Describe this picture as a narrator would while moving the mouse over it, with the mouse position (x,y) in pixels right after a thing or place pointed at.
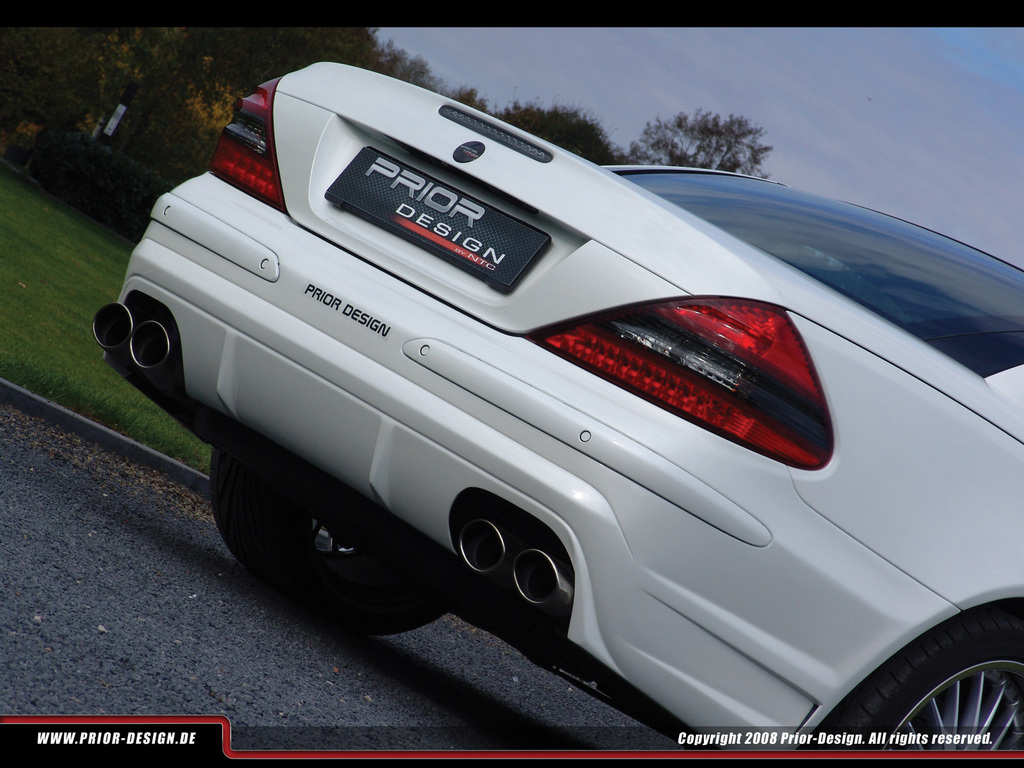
In this image we can see a vehicle (523,496) on the road (407,663) and we can see the text (817,740) written on the poster (212,747). In the background (108,300), we can see there are trees (279,58), grass (69,336) and sky (714,70).
